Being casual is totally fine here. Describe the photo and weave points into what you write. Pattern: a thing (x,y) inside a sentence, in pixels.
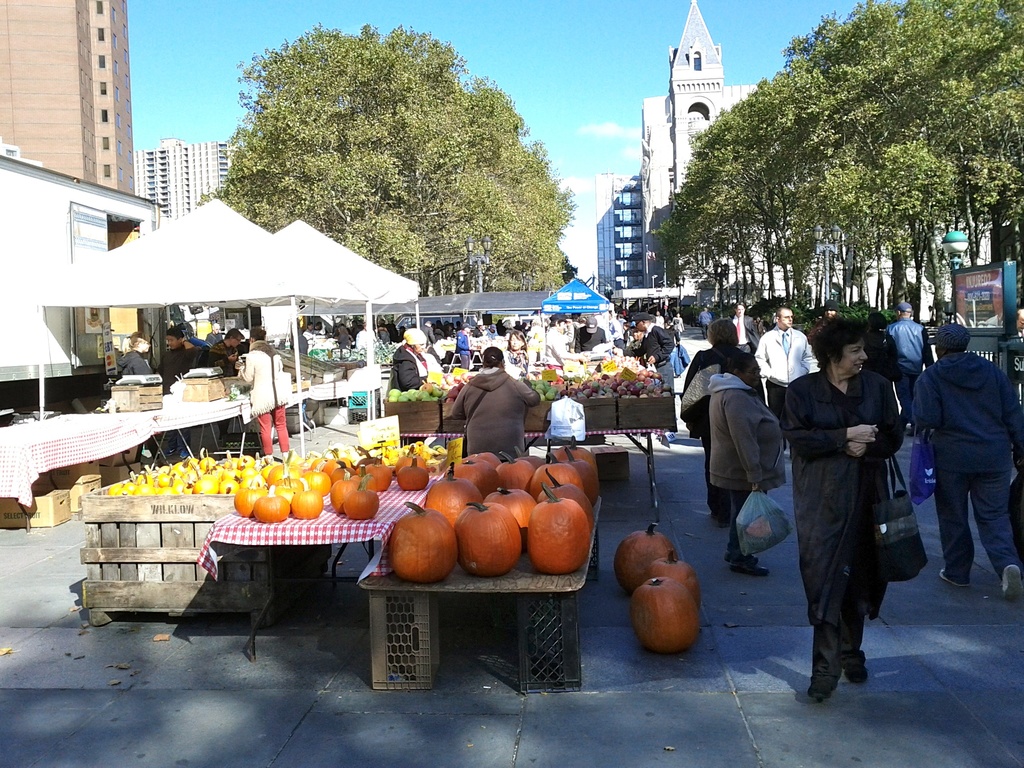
In this image I can see number of stalls (423,400), tables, number of people (652,337) and different types of fruits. I can also see few people (857,497) are holding bags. In the background (863,117) I can see number of trees (516,165), few buildings (39,143), clouds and the sky (549,4). On the right side of the image (1018,361) I can see a light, a board (976,291) and on it I can see something is written.
